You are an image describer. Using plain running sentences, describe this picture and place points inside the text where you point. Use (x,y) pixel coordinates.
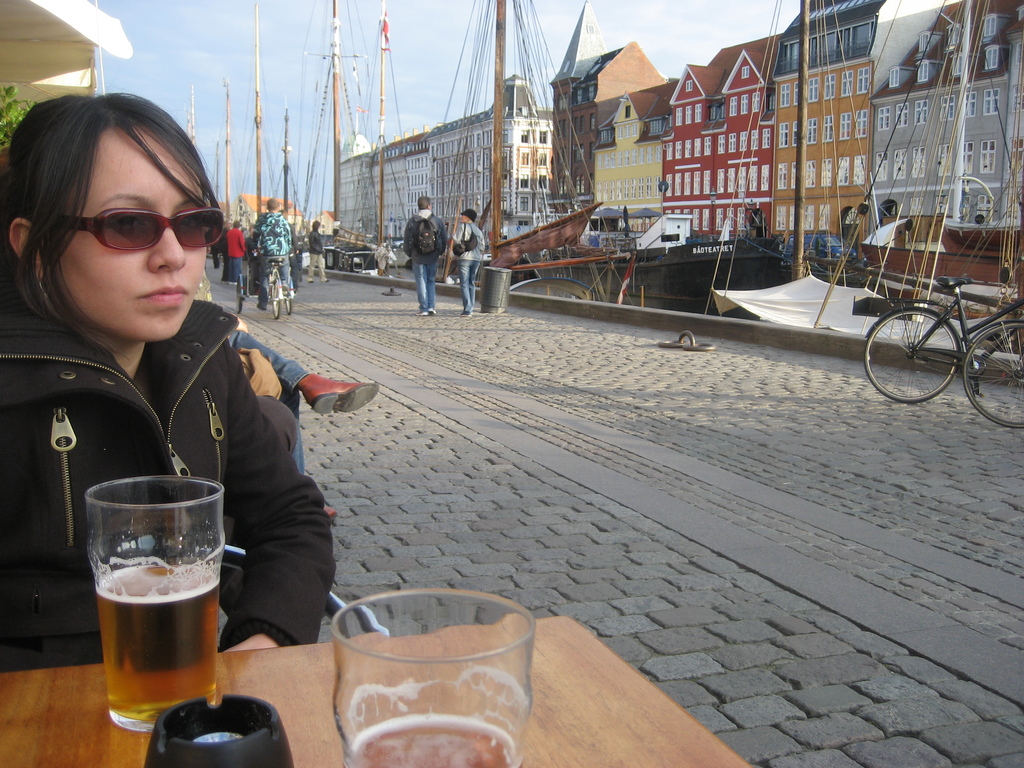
On the left side (108,433), we see the woman (218,478) in the black jacket (204,445) is sitting on the chair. In front of her, we see a table (118,752) on which glasses (196,679) containing liquid (123,704) are placed. At the bottom (754,523), we see the pavement (747,516). Here, we see people (312,253) are walking on the road (496,317). Beside them, we see the man (290,231) is riding the bicycle (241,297). On the right side (1011,369), we see a bicycle (975,357). Beside that, we see buildings (781,123) and yachts (829,259). At the top (222,156), we see the sky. In the left top (34,83), we see a building (48,56) and a tree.
